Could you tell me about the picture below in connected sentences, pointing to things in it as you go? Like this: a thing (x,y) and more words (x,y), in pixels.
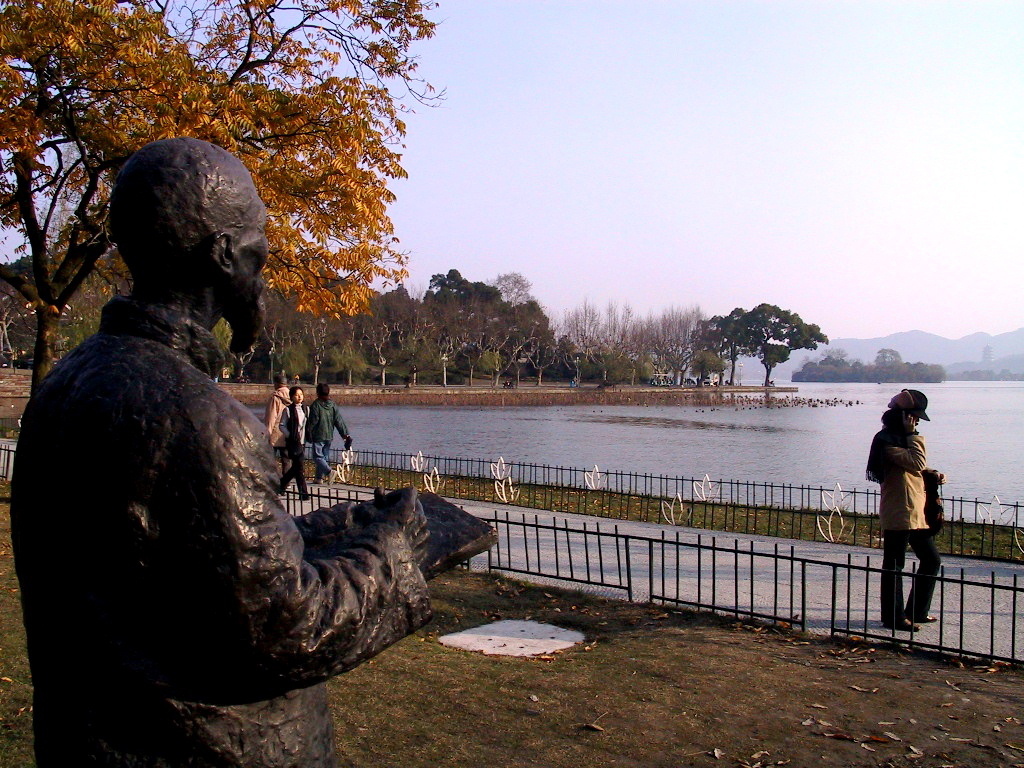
In this image I can see few persons (295,413) walking. On the left side (102,353) I can see a statue (166,498). I can see few trees (502,360). I can see the water surface (788,444). At the top (821,131) I can see the sky (710,114).
